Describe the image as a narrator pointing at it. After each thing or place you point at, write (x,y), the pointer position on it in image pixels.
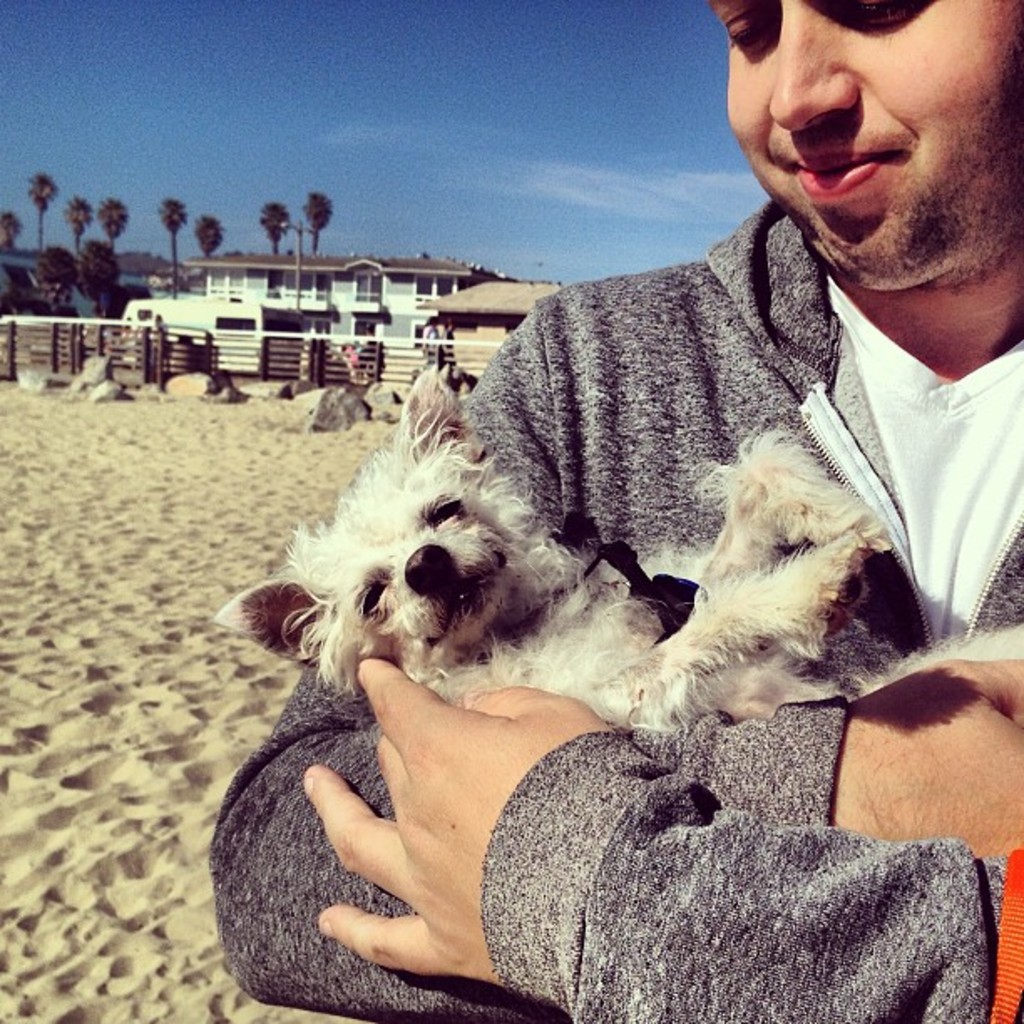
In this image, In the right side (810,809) there is a man (845,721) standing and he is holding a puppy (600,702) which is in white color, In the left side (27,549) there is sand (73,723) in yellow color, In the background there are some homes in white color, There are some green color trees (108,254), There is a sky (264,253) which is in blue color.
